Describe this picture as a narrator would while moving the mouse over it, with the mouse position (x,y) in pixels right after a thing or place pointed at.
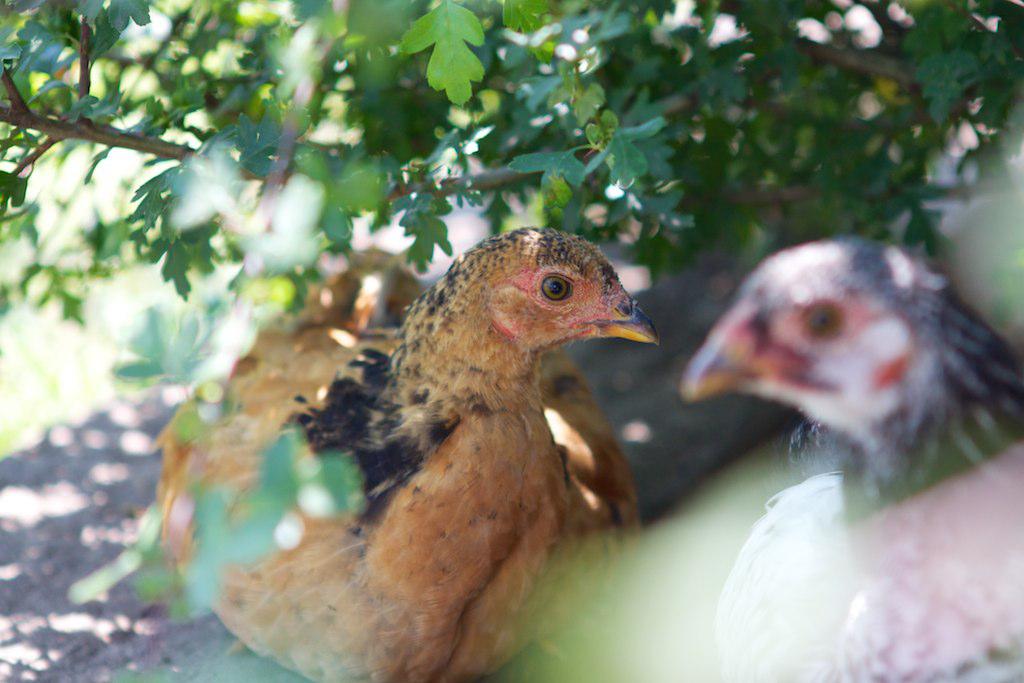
In this picture, we see two hens (362,433). At the top (305,87), we see the trees (462,93). This picture is blurred in the background (75,219).
